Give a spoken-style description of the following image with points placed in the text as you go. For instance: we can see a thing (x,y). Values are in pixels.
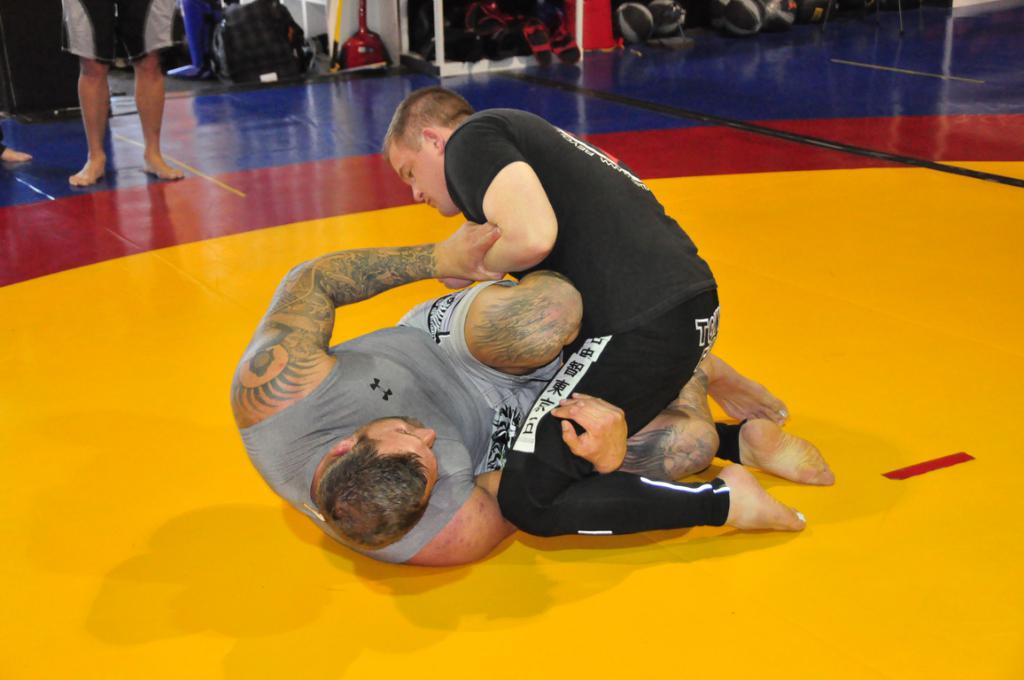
This picture is clicked inside. In the center (461,255) we can see the two persons (492,179) seems to be fighting on the ground (213,85). In the background (210,61) we can see the bags (293,41) and the some other items (609,41) are placed on the ground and there is a person (107,93) standing on the ground (141,148).
